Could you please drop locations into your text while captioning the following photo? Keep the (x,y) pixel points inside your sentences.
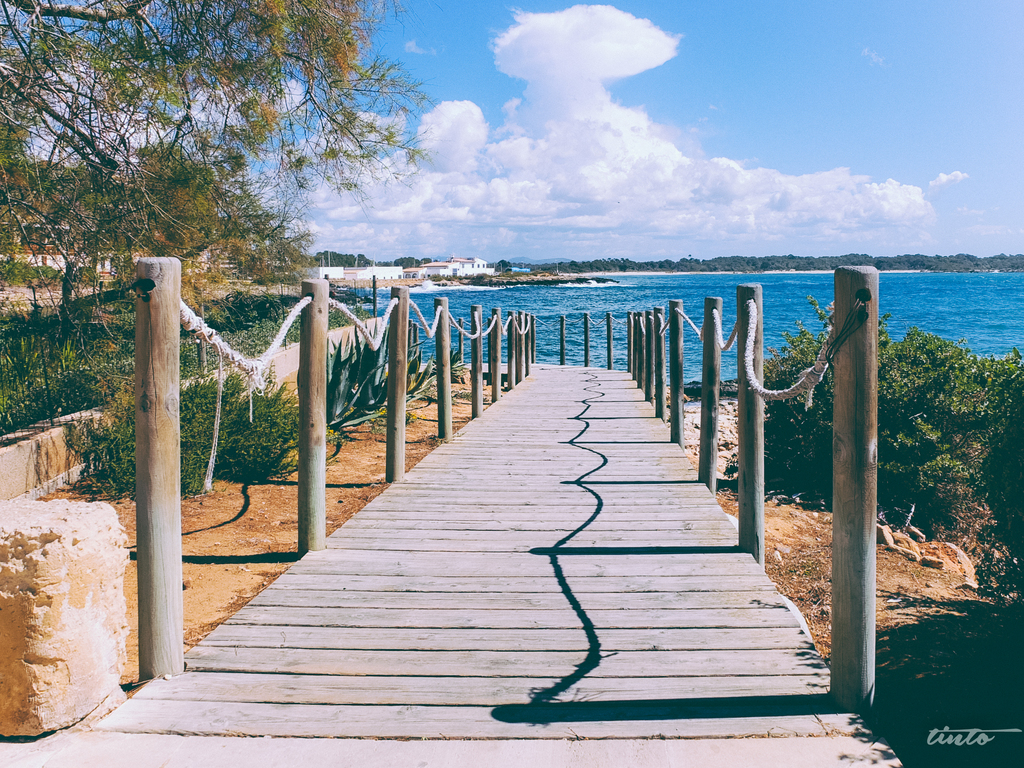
In this image, in the middle (636,471), we can see a bridge (642,492). On the right side (748,389), we can see some wood sticks (750,414) and ropes (780,390), plants (886,369). On the left side (138,433), we can see some stones (120,578), plants (266,396), wood sticks (404,352), ropes (456,326), trees (144,253). In the background (532,268), we can see some houses (467,260), trees (756,264). On the top (799,30), we can see a sky (761,113), on the right (804,299) there is a water (806,282) in a sea (768,316).
